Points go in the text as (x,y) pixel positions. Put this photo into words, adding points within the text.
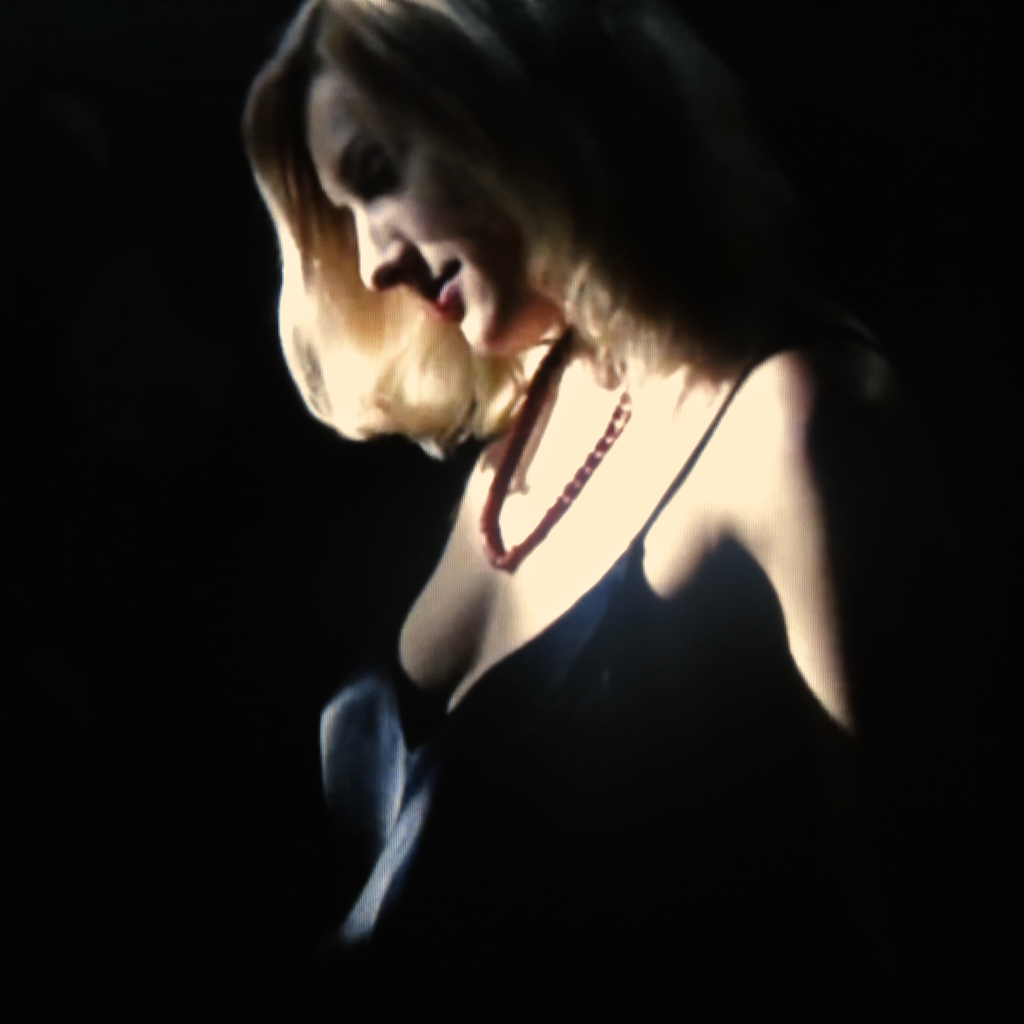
In this picture I can see a woman (626,620), she is wearing the dress (640,839) and a necklace (548,524).
